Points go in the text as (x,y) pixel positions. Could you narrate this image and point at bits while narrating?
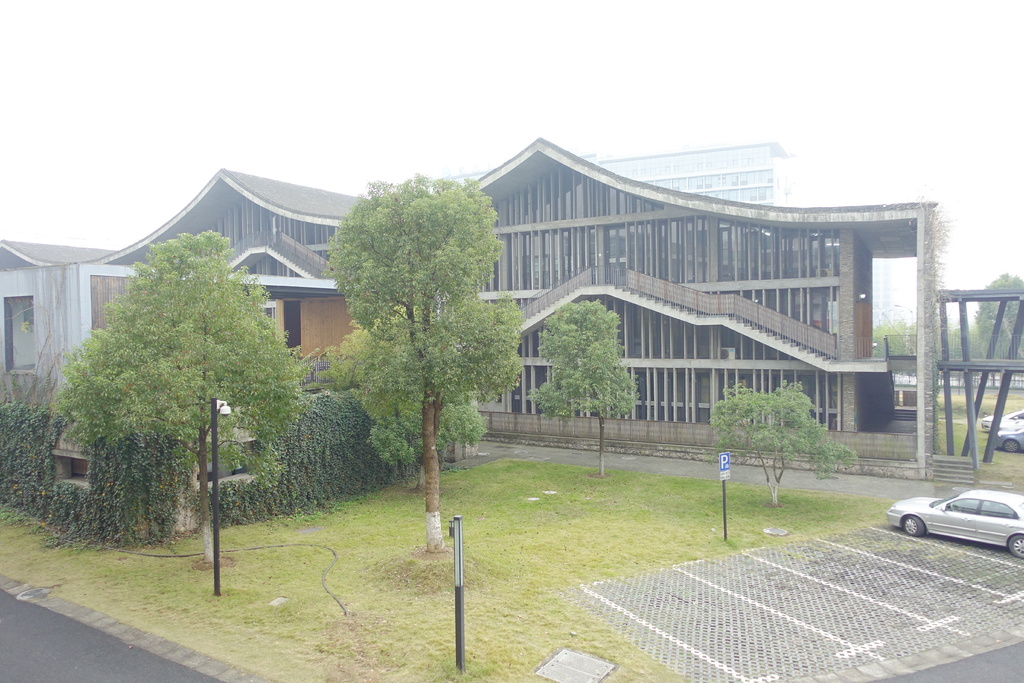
This is an outside view. In the middle of this image (653,312) there is a building (669,300). In front of this building (644,260) there are many trees (343,356). At the bottom (281,653), I can see the road (116,659) and grass (564,522) on the ground (574,545). On the right side (998,518) there are few cars (982,519) and also I can see few pillars (967,365). At the top of the image (562,104) I can see the sky (424,92).
